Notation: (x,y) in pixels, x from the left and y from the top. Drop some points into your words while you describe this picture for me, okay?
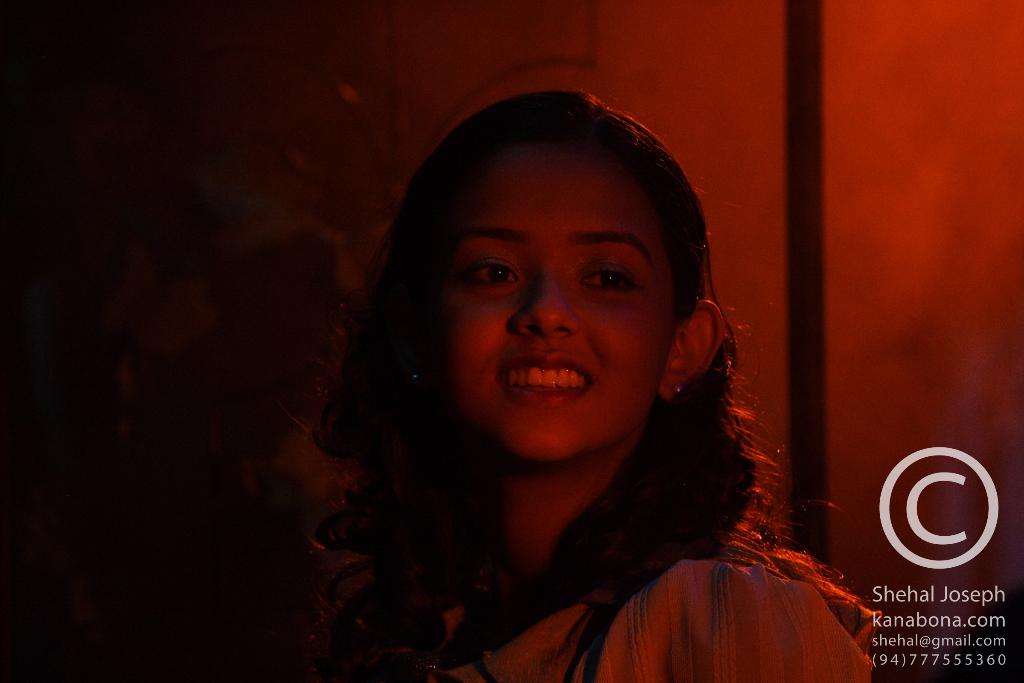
In the picture we can see a girl (382,432) standing and smiling and wearing a white dress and in the background (864,485), we can see a light shade (995,460) which is red in color and a pole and to the bottom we can see some lines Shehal Joseph.
